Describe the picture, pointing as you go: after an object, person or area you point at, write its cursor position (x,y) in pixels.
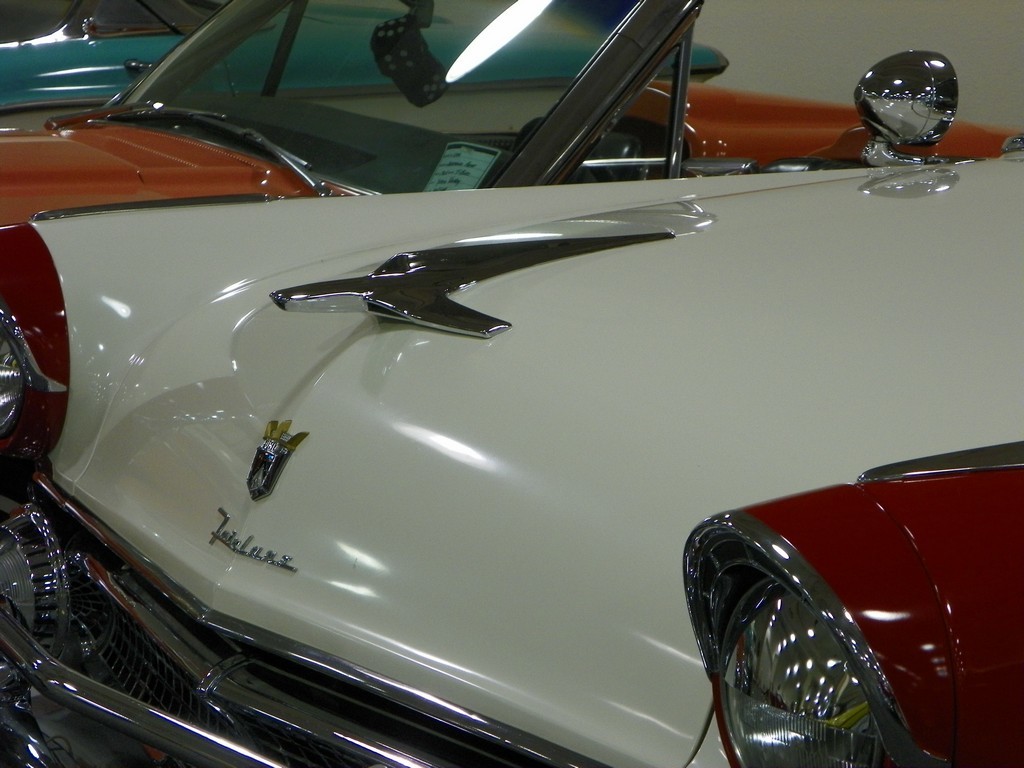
In the image we can see vehicles (369,297) and here we can see the logo (272,459) and the headlights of the vehicle (225,539).
